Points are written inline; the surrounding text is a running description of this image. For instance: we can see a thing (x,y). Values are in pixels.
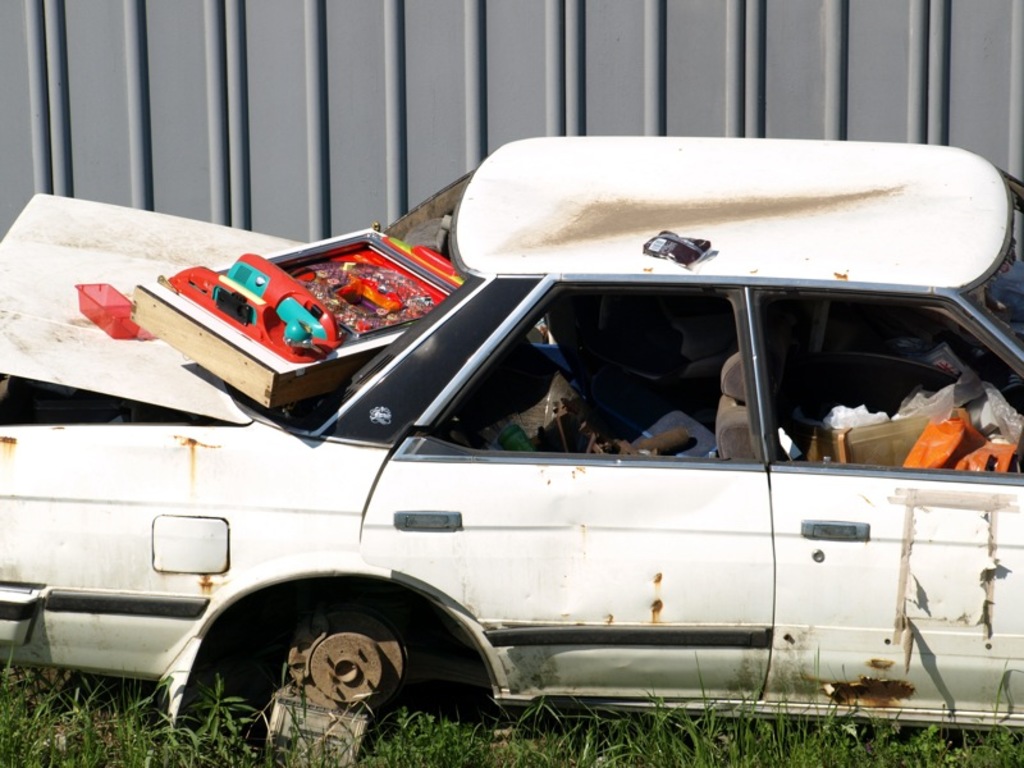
Here we can see an abandoned car (433,482) on the grass (810,748) and there are objects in the car (683,343) and an object (349,308) on the car (582,390). In the background (436,116) there is a metal object (287,116).
